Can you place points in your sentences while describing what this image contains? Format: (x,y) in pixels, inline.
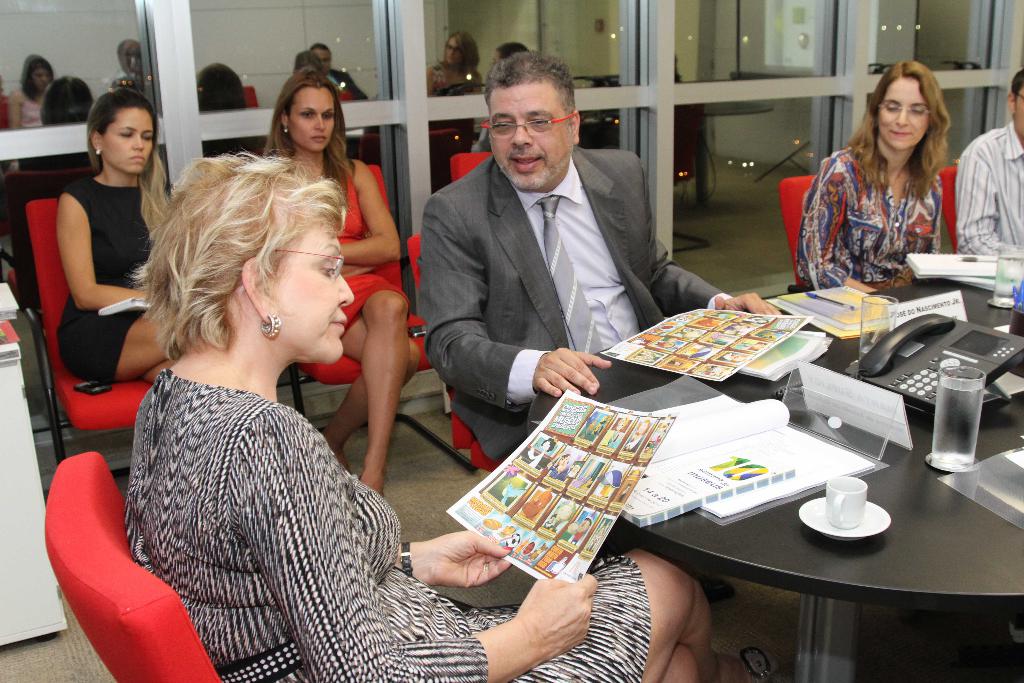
In this picture, we see six people (542,272) are sitting on the chairs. Out of them, four (272,335) are women (905,173) and two (642,246) are men (455,315). In front of the picture, the woman (210,557) in the black dress (403,618) is holding a paper (592,534) in her hands (476,542). In front of her, we see a table (833,560) on which cup (853,514), saucer (868,512), glasses (869,312), files (848,318), books (820,346), papers (834,310), pen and landline phone (992,366) are placed. Behind them, we see a glass door (248,61) from which we can see the people (223,67) who are sitting on the chairs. On the left side (4,609), we see a white table (23,571).
